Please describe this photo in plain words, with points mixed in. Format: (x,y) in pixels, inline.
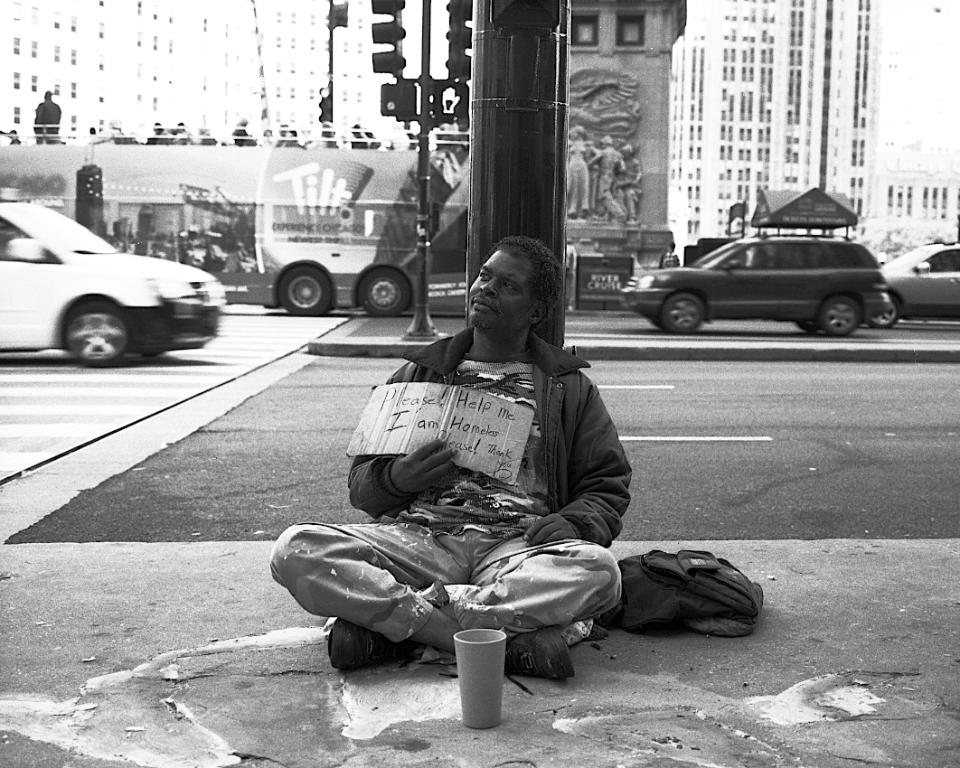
This is a black and white image. In the center of the image (459,390) there is a man (365,479) holding board (386,454) and sitting at the pillar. In the background (12,253) we can see vehicles (12,253), road (26,365), traffic signals (418,82) and buildings (835,83).
